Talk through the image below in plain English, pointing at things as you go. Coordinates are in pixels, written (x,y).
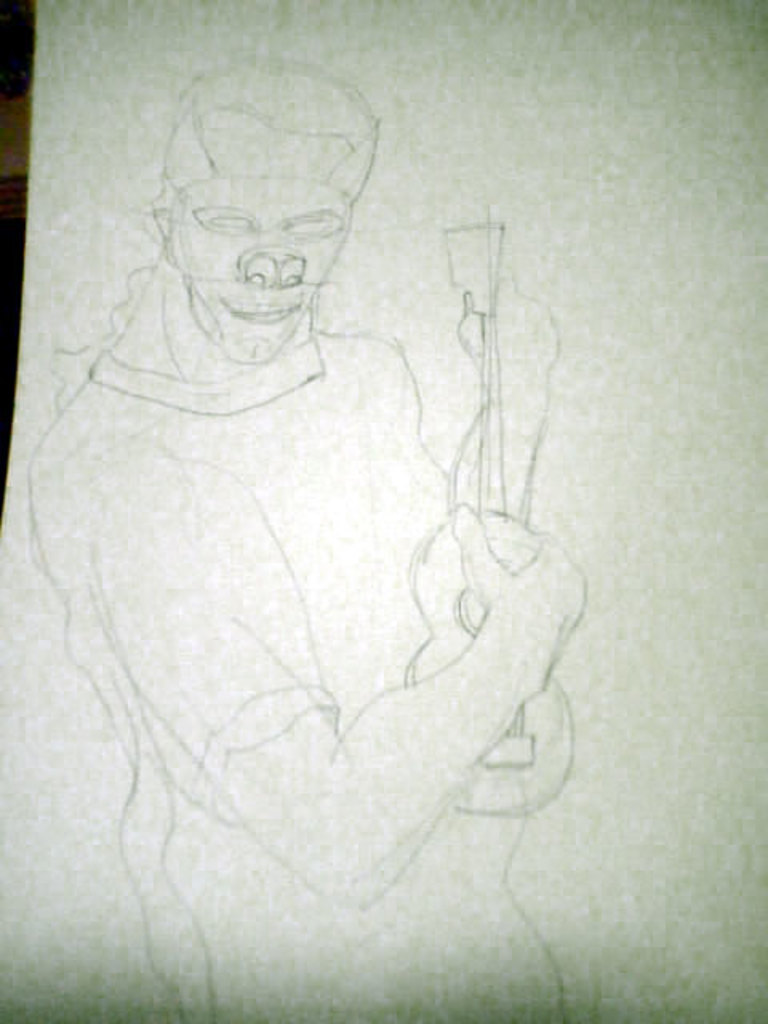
We can see drawing (429,976) of a person (328,632) on white surface (52,693) and this person (419,642) holding a guitar (478,265).
